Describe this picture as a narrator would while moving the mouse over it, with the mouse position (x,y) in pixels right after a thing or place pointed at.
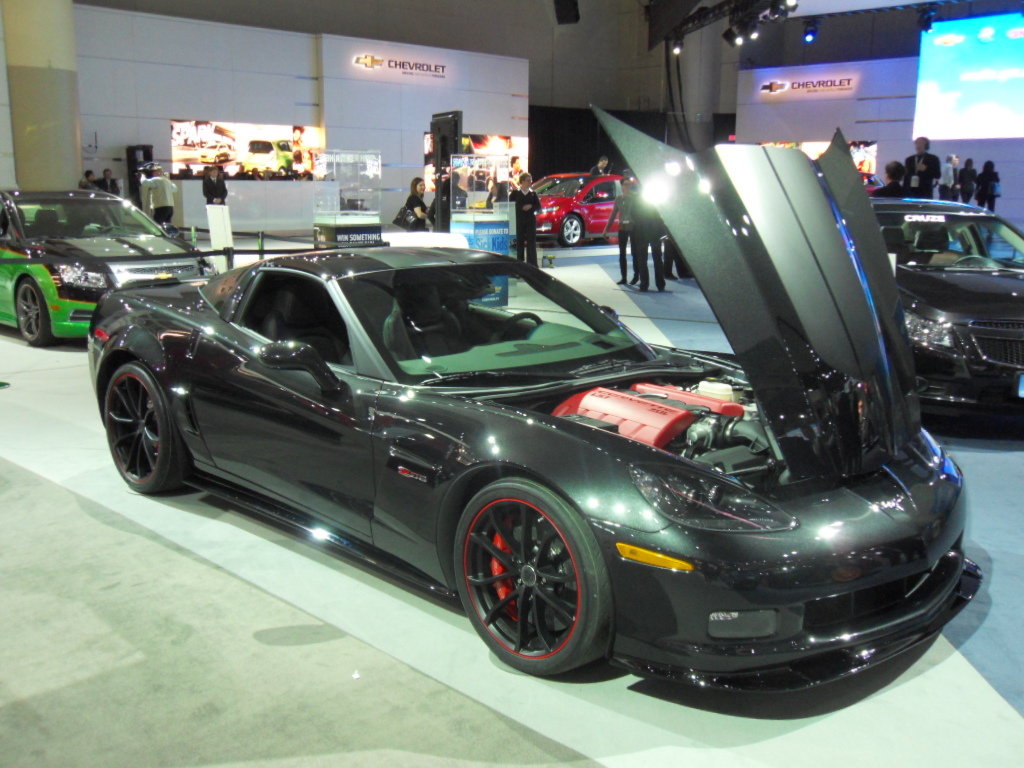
In the picture we can see some cars (37,266) which are in show room (19,152) and there are some persons (643,258) standing, on right side of the picture (1006,27) there is projector screen (963,26), in the background of the picture (554,27) there is a wall (143,128).
